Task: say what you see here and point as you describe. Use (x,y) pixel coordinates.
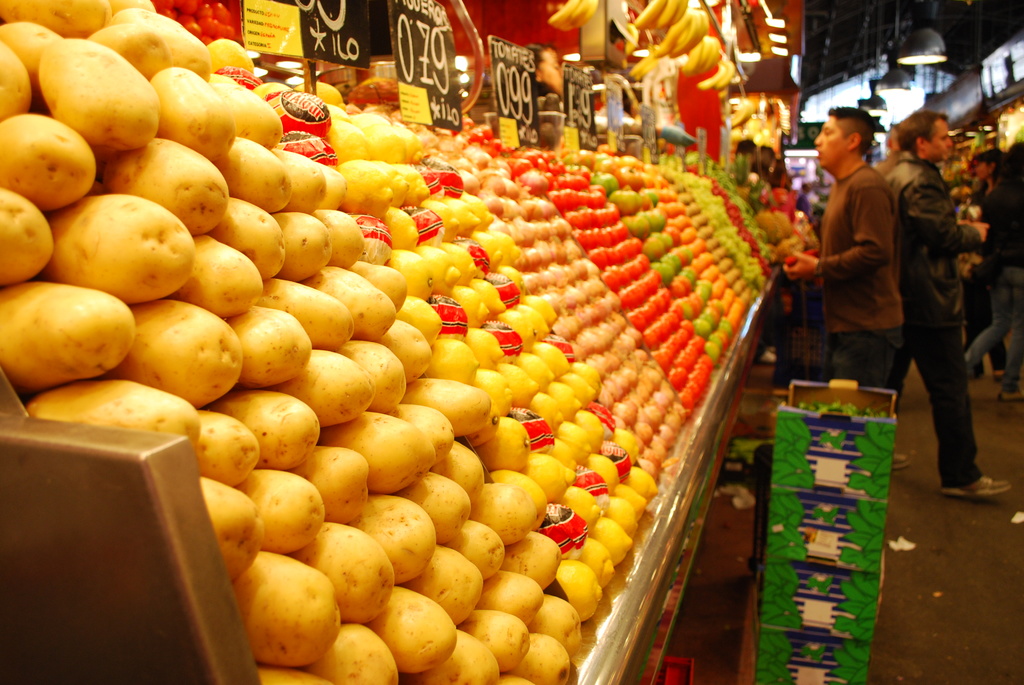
In this image, we can see a store (371,263). In this store (417,252), we can see vegetables (658,263), fruits (765,250), boards (526,75), people (752,162) and few objects (542,109). On the right side of the image (879,159), there are lights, boxes (881,404), people (857,361), shed (875,36), walkway (997,438) and few objects (763,130).
